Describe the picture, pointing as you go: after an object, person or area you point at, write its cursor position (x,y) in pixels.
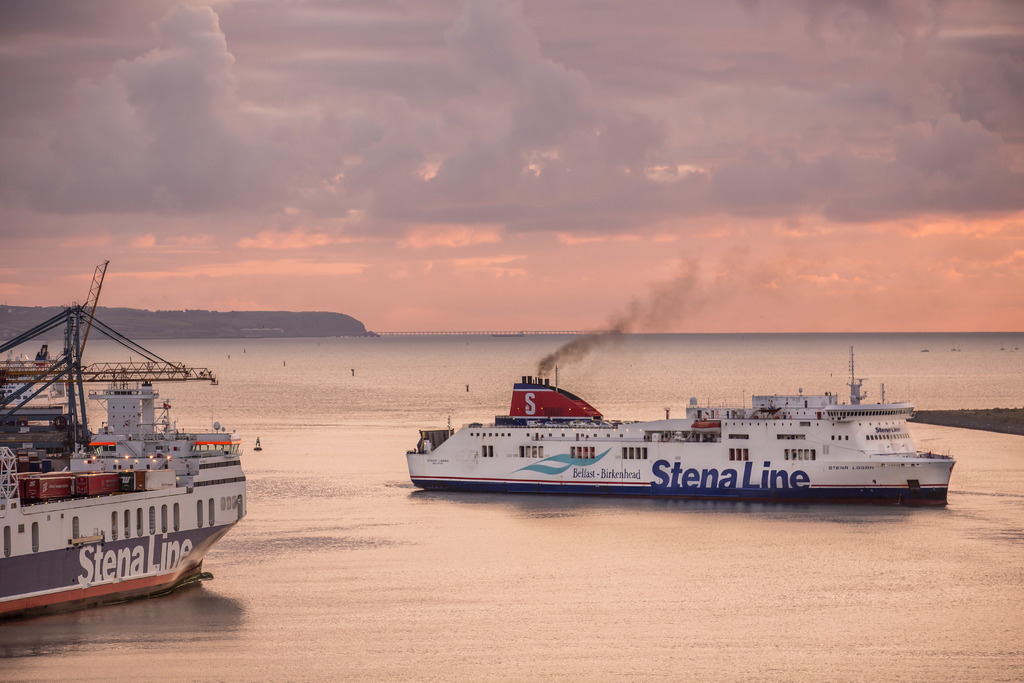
There are two large ships (113,453) sailing on the sea (304,566), one of the ship (512,433) is emitting smoke (578,345) through the pipes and the weather is very pleasant.
